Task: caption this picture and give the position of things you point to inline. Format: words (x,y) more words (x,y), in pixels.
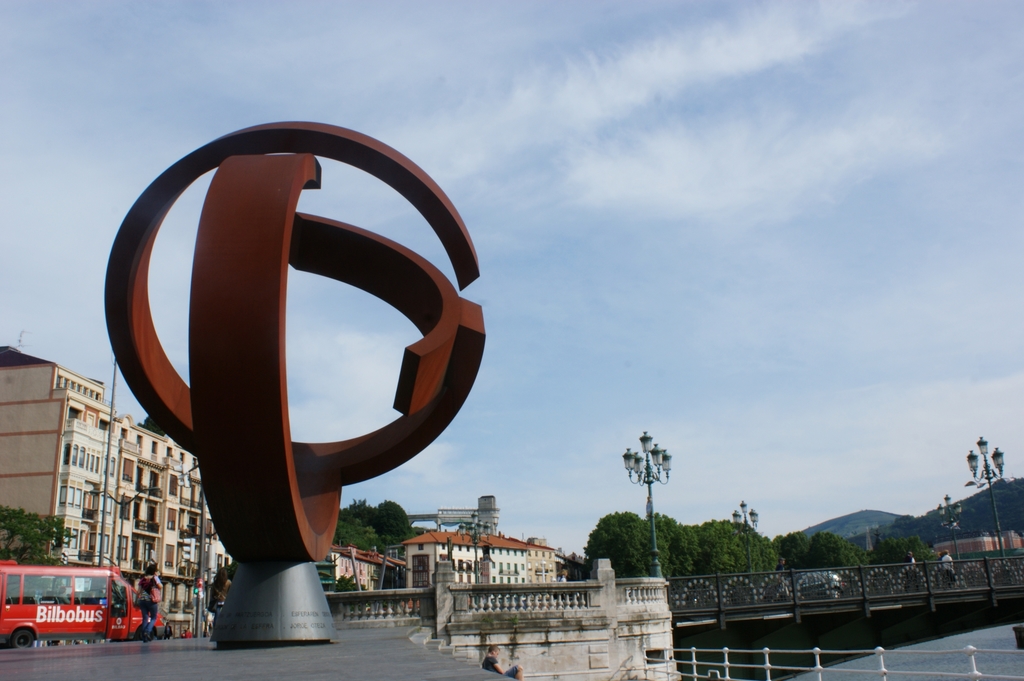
In front of the image there is a metal structure (268,391), in the background of the image (118,522) there are buildings (133,535) and trees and there is a car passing on to the bridge (778,637), beneath the bridge (684,598) there is water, in the background of the image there are mountains (861,521).
